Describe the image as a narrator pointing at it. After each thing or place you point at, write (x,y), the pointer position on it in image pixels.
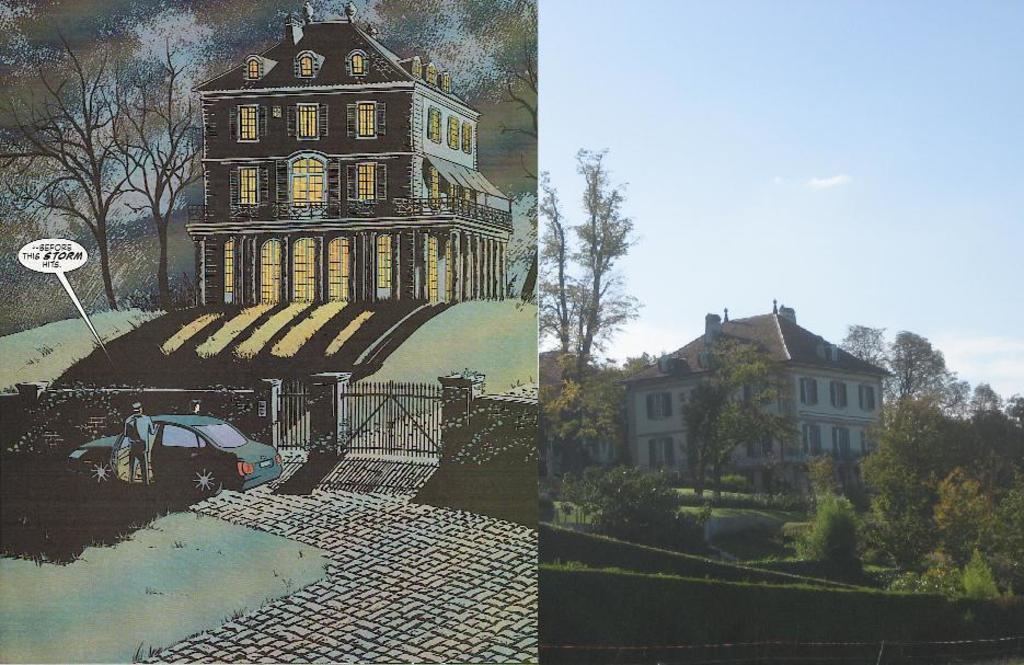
The picture is collage of two images. On the left (260,386) it is a painting (323,301), in the painting (312,202) there are trees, house (313,225), grass (326,370), wall (526,429), gate (384,441), path (386,536), car (172,460), person (129,437) and a dialogue box (41,267). On the right (829,162) there are trees (918,507), plants (796,572), bushes (718,587), house (671,382) and sky (738,137).
